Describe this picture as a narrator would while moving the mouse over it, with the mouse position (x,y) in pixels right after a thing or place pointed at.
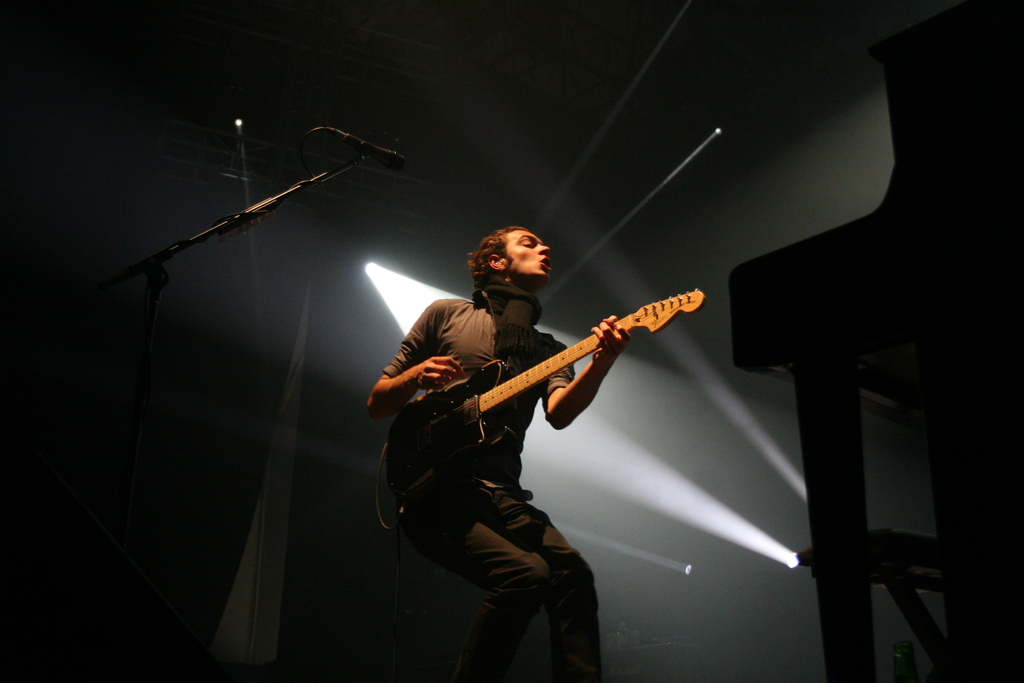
In this image i can see a man (531,340) standing and holding a guitar (526,379) at the back ground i can see a light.
